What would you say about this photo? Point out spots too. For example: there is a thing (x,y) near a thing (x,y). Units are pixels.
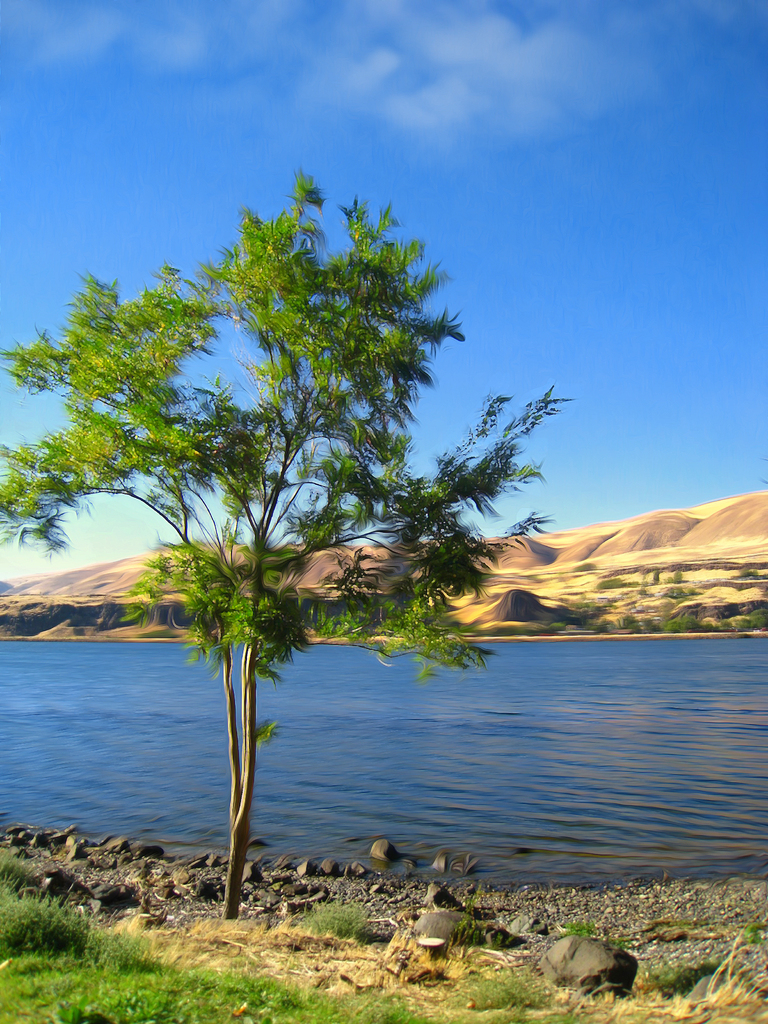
This is an edited picture. In this image there is a tree (256,428) in the foreground (256,638). At the back (477,592) there are mountains (49,617) and there are trees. At the top (581,323) there is sky (499,188) and there are clouds (450,113). At the bottom (504,820) there is water (456,751) and there is grass (247,974) and there are stones (428,915).
